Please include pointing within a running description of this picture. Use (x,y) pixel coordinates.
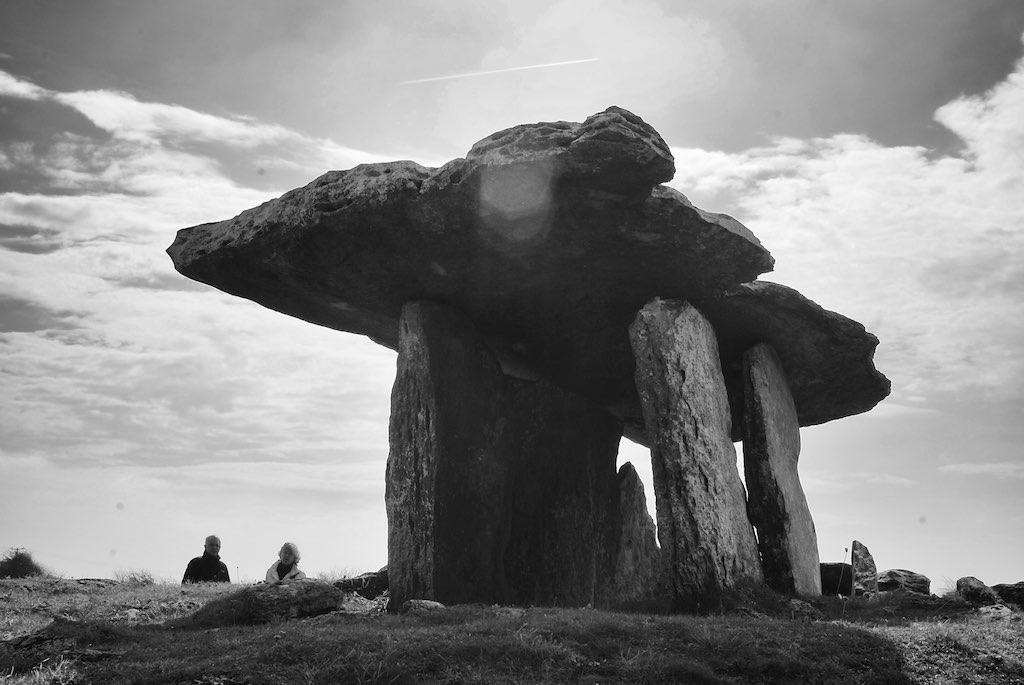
In this image I can see in the middle (608,418) there is the structure (740,404) with the stones (745,535). On the left side (286,543) two persons (281,573) are there, at the top (481,57) it is the sky (483,78), this image is in black and white color.
